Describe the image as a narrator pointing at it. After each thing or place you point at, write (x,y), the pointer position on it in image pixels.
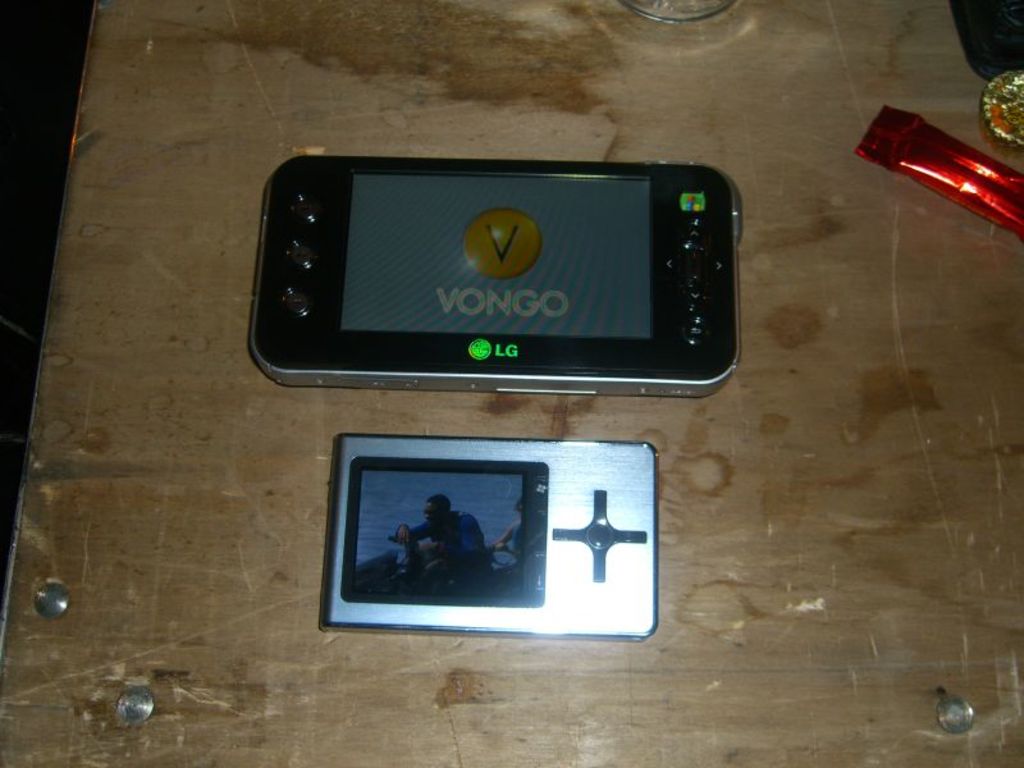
In this picture there is a mobile phone (518,298), iPod (514,500), chocolate (991,187), glass (675,1) and other objects (989,42) on the table (808,264). On the left (2,222) I can see the darkness (5,199).
